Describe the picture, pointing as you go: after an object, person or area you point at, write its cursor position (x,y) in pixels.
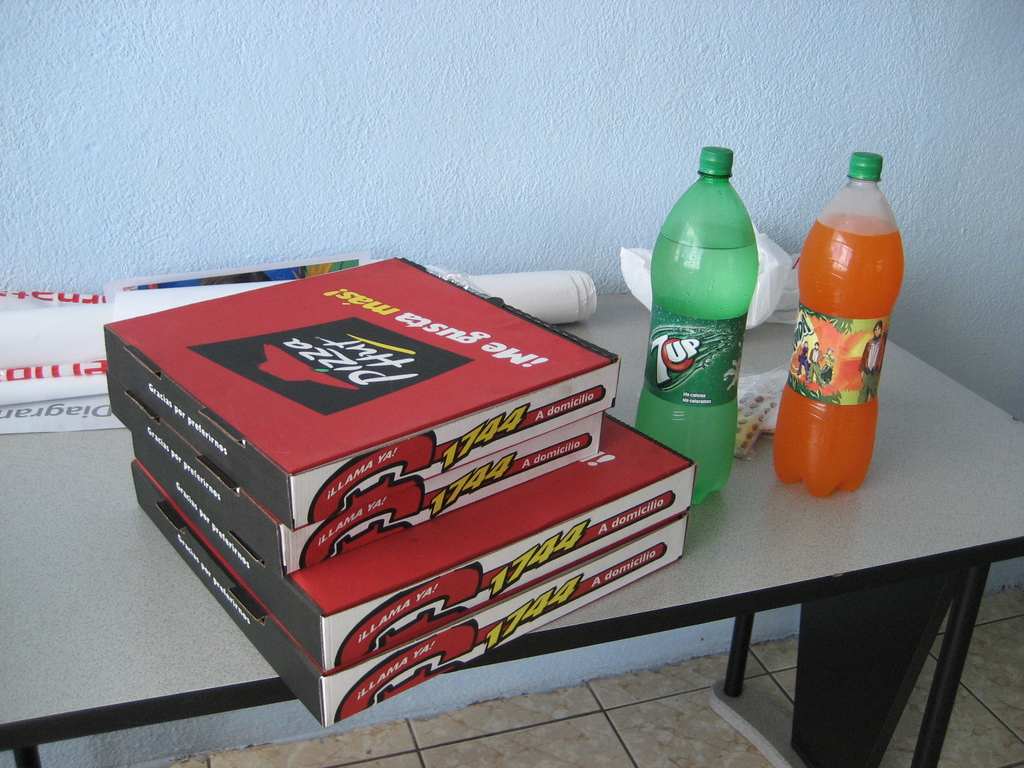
We can see boxes (148,320), bottles (809,261), paper (142,299), poster (60,371) on the table (839,570). On the background (371,74) we can see wall (388,131). This is floor (503,718).
